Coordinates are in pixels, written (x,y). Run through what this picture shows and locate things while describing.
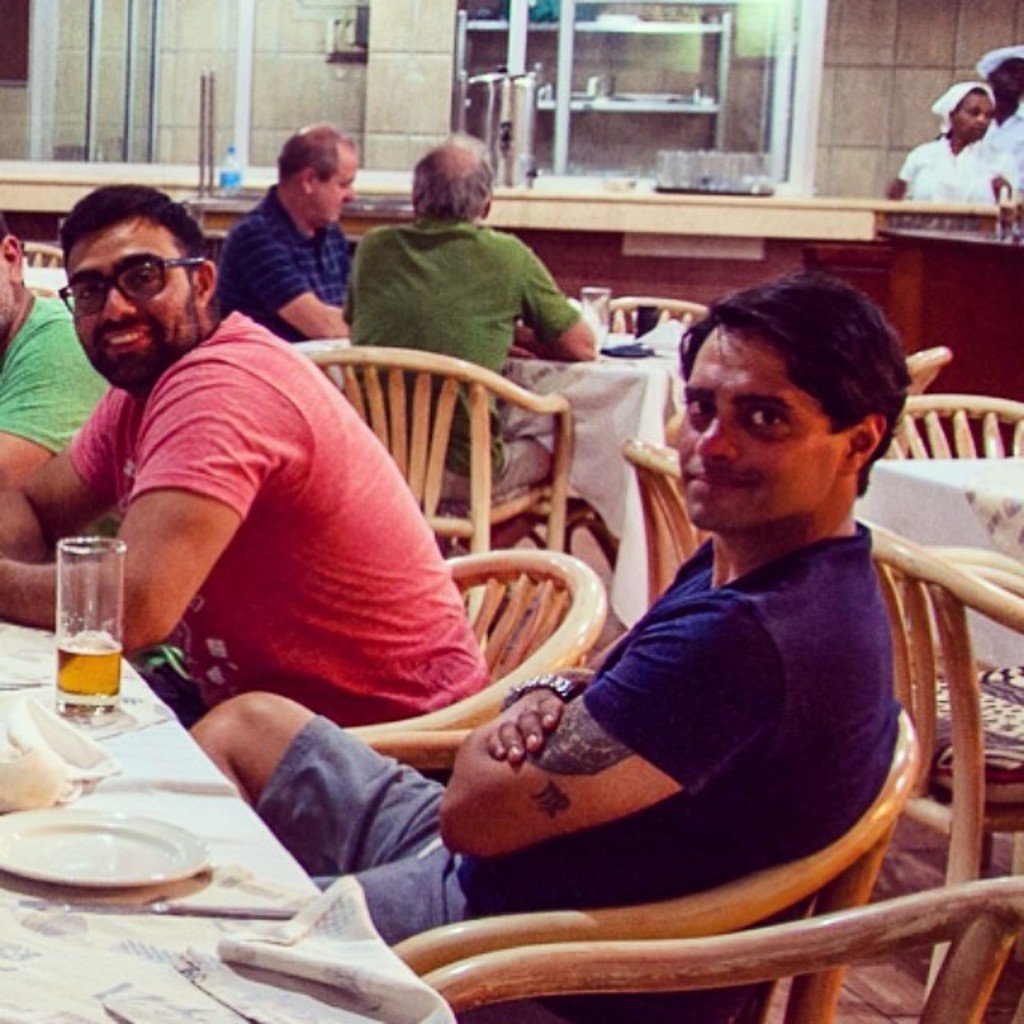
In the image in the center (594,679) we can see one man (607,729) sitting and he is smiling. In front of him we can see the table (129,983), on table (108,899) we can see plate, napkin (306,959) and glass (107,652). Beside him we can see another man (221,448) sitting and he is also smiling. Coming to the background (268,259) we can see few more persons (929,185) were sitting and standing. And we can see the wall (368,99) and some objects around them.
